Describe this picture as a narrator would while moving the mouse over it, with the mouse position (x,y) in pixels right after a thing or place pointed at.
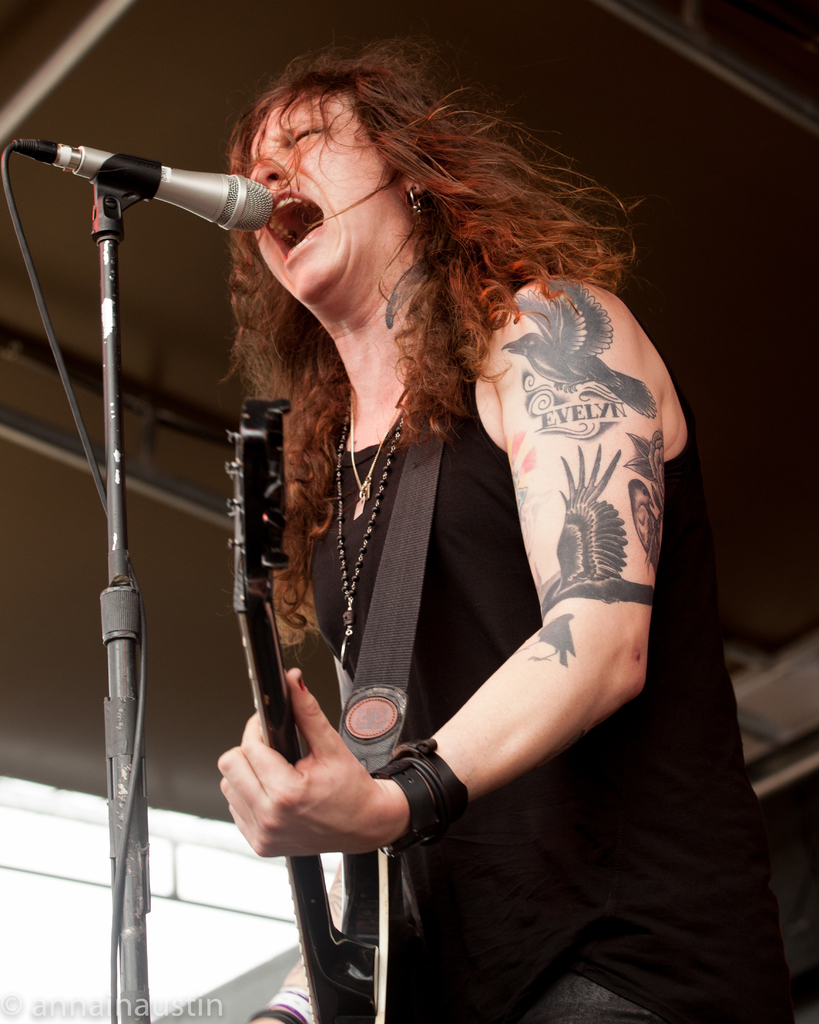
In this picture there is a woman (637,833) singing and playing guitar (286,727). She is wearing a black top (518,918) and has tattoos (556,372) on her arm (586,539). There are bird and text tattoos (567,414) on her arm (583,422). In front of her there is a microphone (198,194) and its stand (111,580). In the above there is roof (245,32). To the below left corner of the image (129,1012) there is watermark (152,1011).
